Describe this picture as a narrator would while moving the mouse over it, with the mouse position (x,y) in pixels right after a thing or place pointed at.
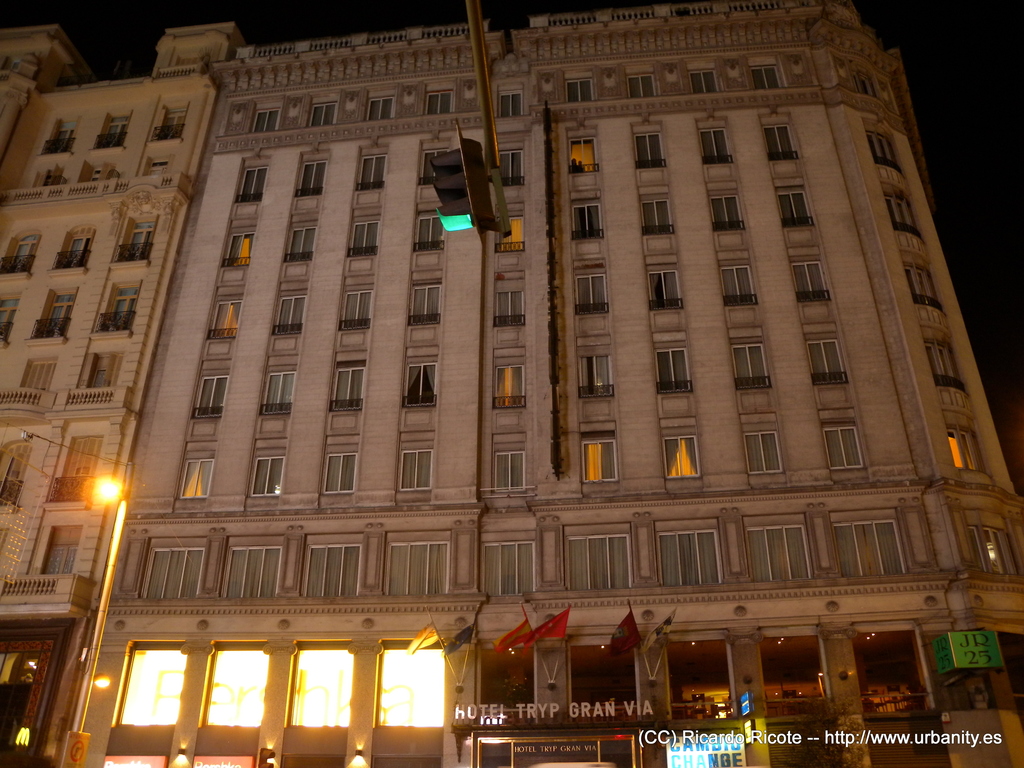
In this image, we can see a building (473,262) and there are lights (492,719), flags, windows (683,580), boards (957,648) and at the bottom (842,737), there is some text (711,738).
